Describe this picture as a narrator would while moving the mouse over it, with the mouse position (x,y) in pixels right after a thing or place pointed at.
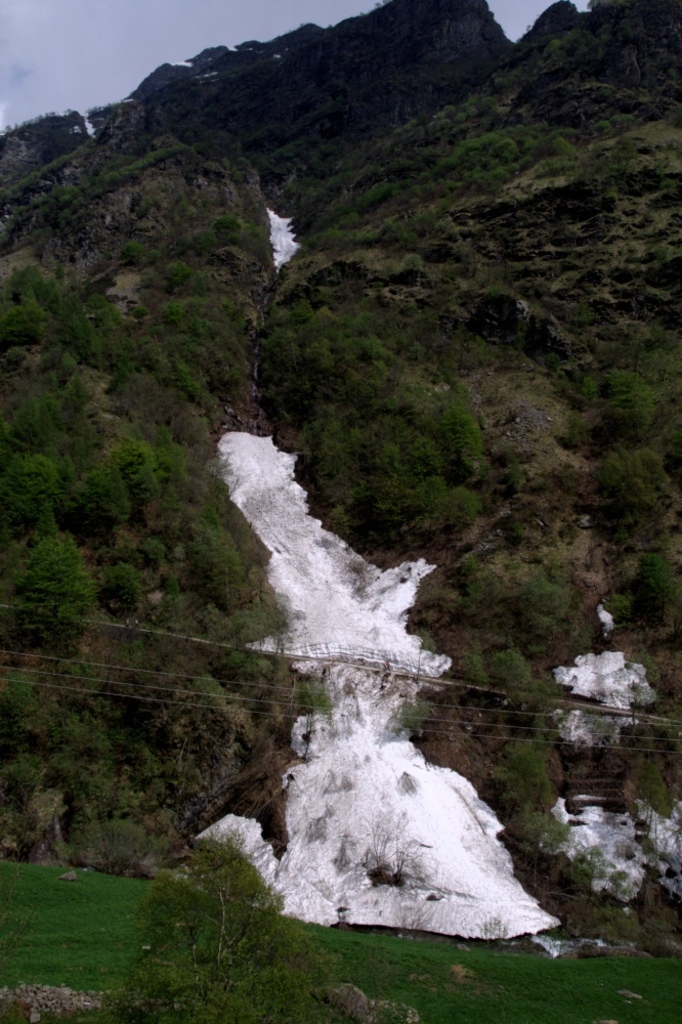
This picture shows few trees (423,469) and we see snow (382,790) and grass (79,924) on the ground (68,930) and a cloudy sky (122,40).
